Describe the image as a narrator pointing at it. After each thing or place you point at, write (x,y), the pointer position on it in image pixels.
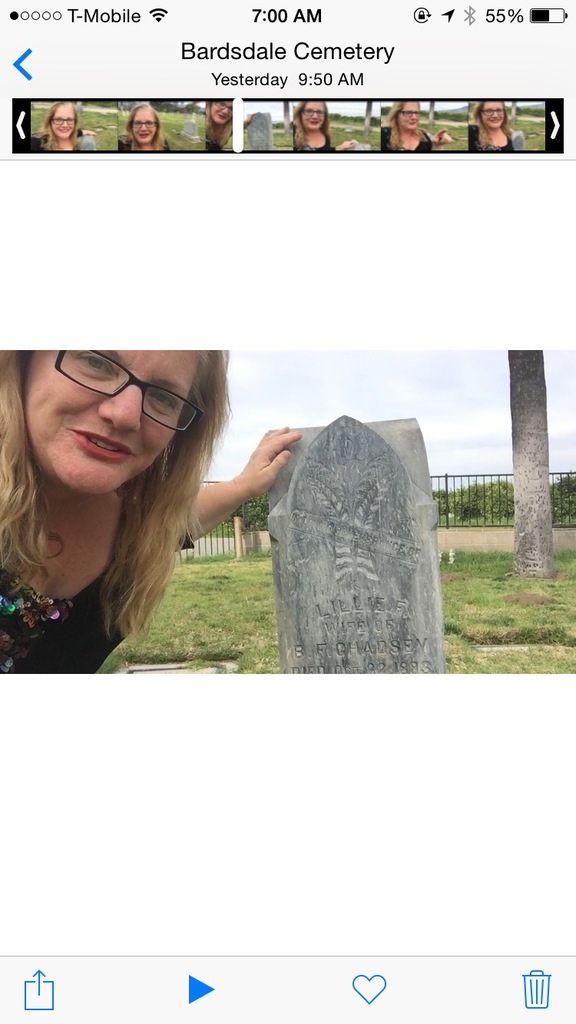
Here in this picture we can see this is a screen shot in a mobile, in which we can see a woman (178,440) keeping her hand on the stone (389,483) present in front of her and we can see she is smiling, wearing spectacles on her and above that also we can see many images (91,115) of her and all icons (519,13) present over there.
